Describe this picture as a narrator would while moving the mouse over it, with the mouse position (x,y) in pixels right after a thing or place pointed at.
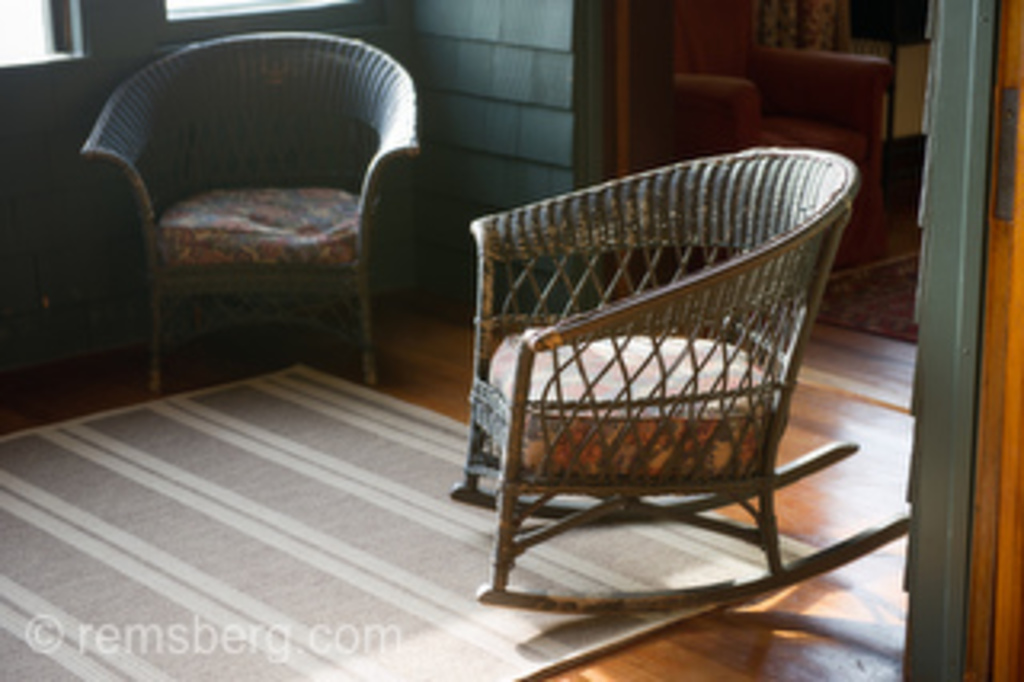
In this picture there are two wooden chairs (309,250) lying on the floor (842,477) and there is a beautifully designed carpet (370,488) placed on the floor (828,490). In the background (724,89) we observe a chair (789,91) in the other room (823,111) and a green wall (129,54).
